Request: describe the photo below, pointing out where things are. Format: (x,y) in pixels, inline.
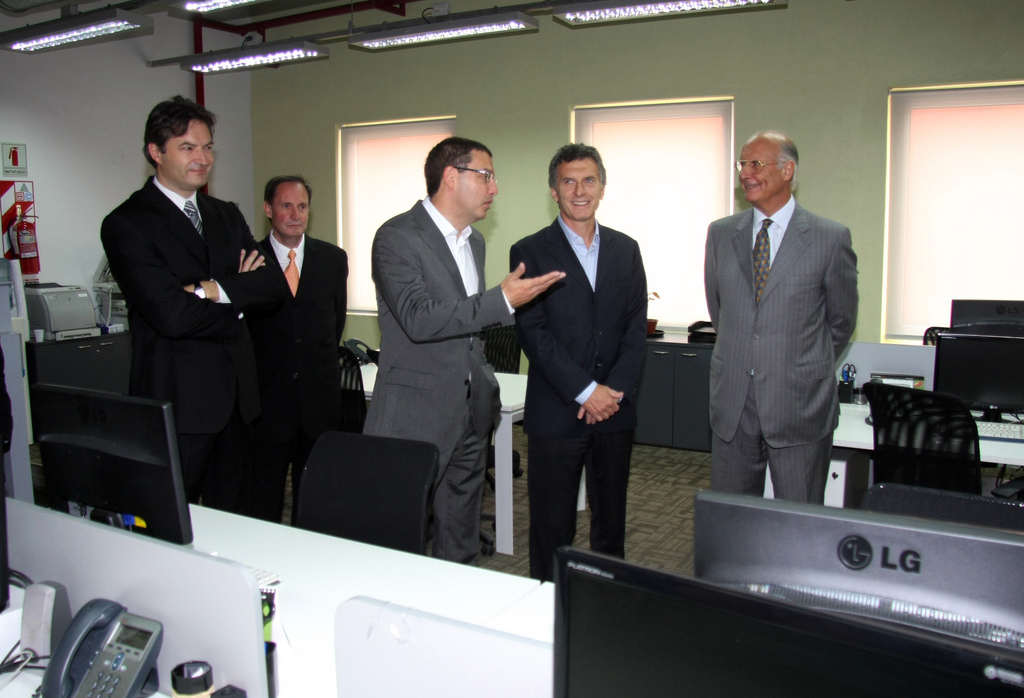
In this image we can see group of persons (491,296) wearing suits (572,254) standing and discussing between themselves and there are some systems (756,589), telephones (123,655) and some other objects (24,642) on the desks (10,616) and at the background of the image (988,203) there are windows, lights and curtains (662,221).
